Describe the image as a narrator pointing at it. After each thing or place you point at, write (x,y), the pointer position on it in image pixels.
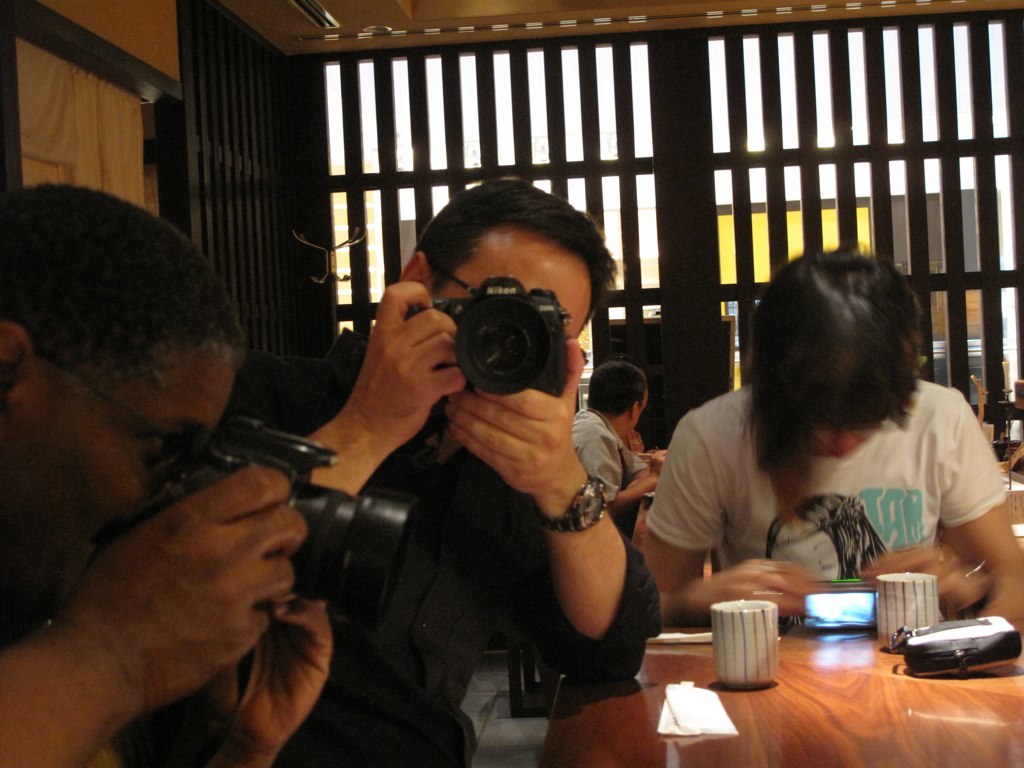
In this image, there is a table (849,730) which is in brown color on that table (817,697) there are two cups (765,680) in white color, In the middle (479,499) there is a man (462,543) sitting and holding a camera (529,352) which is in black color and he is taking a picture, In the left side (15,682) there is a man (146,537) taking a picture, In the background (906,154) there are some wooden block (947,144) in black color.
